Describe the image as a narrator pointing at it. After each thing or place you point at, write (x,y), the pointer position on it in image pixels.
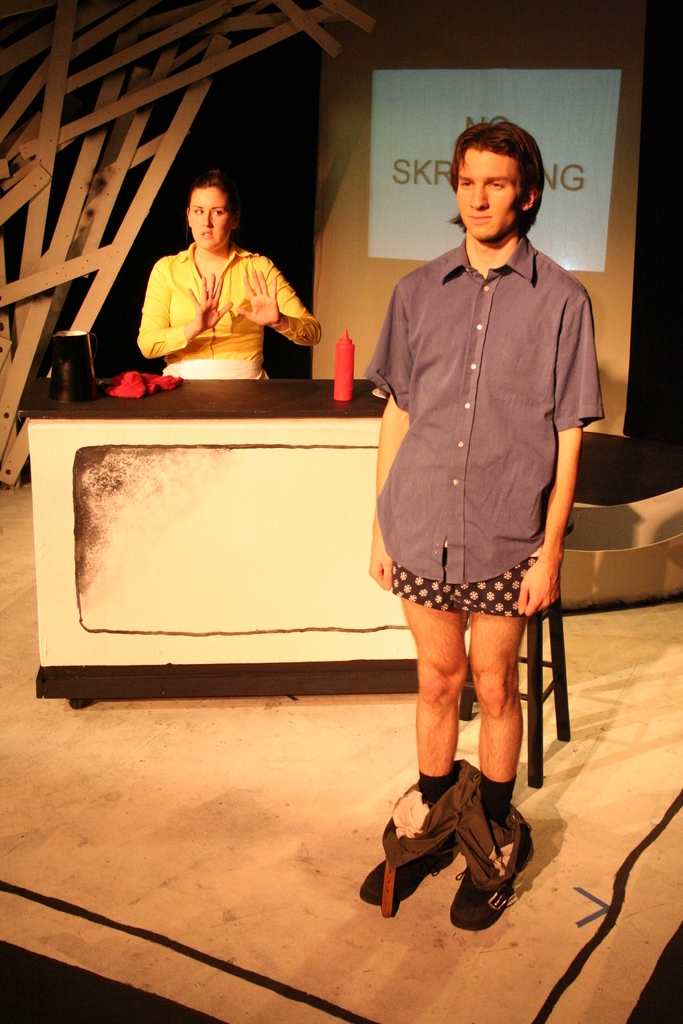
There is a man (396,825) standing, behind this man (402,799) we can see bottle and objects (73,372) on the table (97,398) and there is a woman (191,266). Background (421,107) we can see screen (442,94).
